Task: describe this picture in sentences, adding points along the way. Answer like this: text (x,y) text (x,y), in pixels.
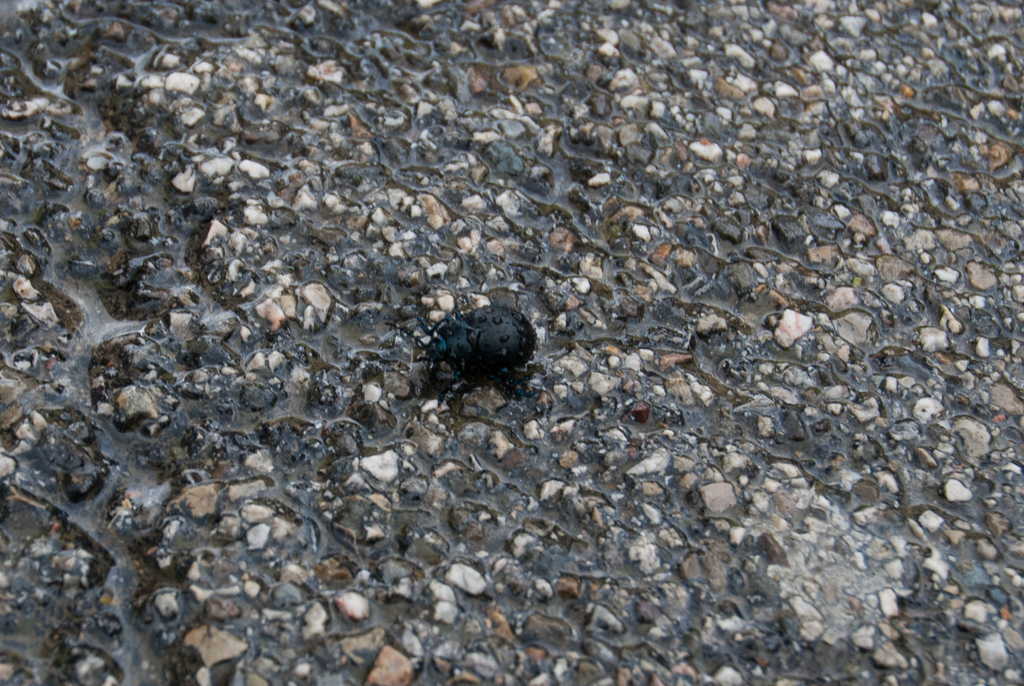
In this image there is a kind of black color beetle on the path (297,327).
